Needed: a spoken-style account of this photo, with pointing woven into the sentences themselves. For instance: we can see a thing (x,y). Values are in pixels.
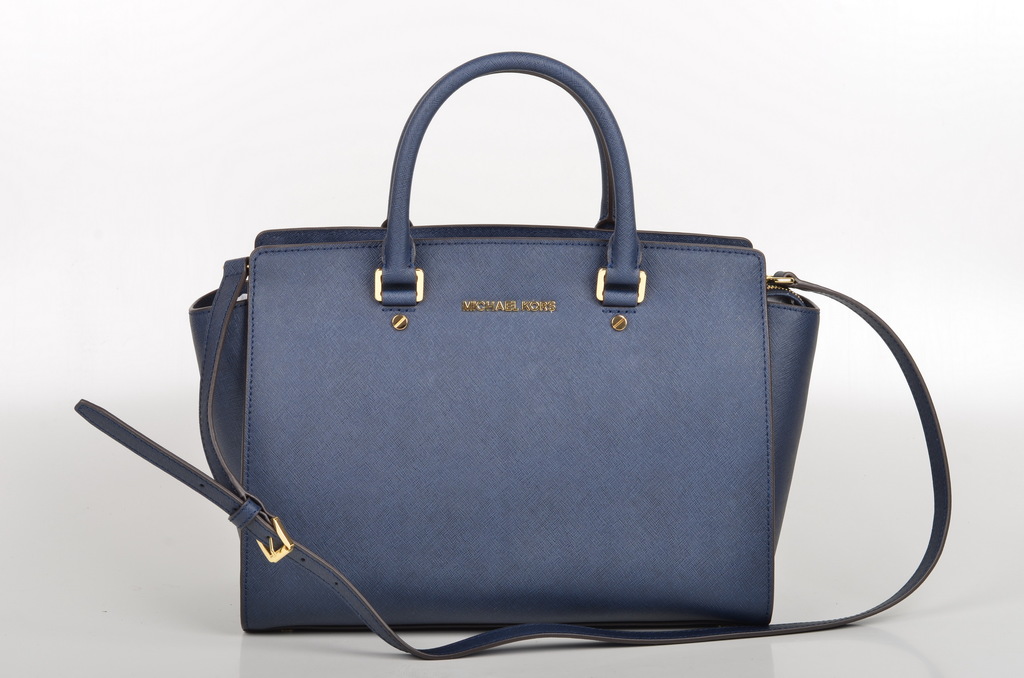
In this picture we can see a bag (415,314) which is in blue color.
